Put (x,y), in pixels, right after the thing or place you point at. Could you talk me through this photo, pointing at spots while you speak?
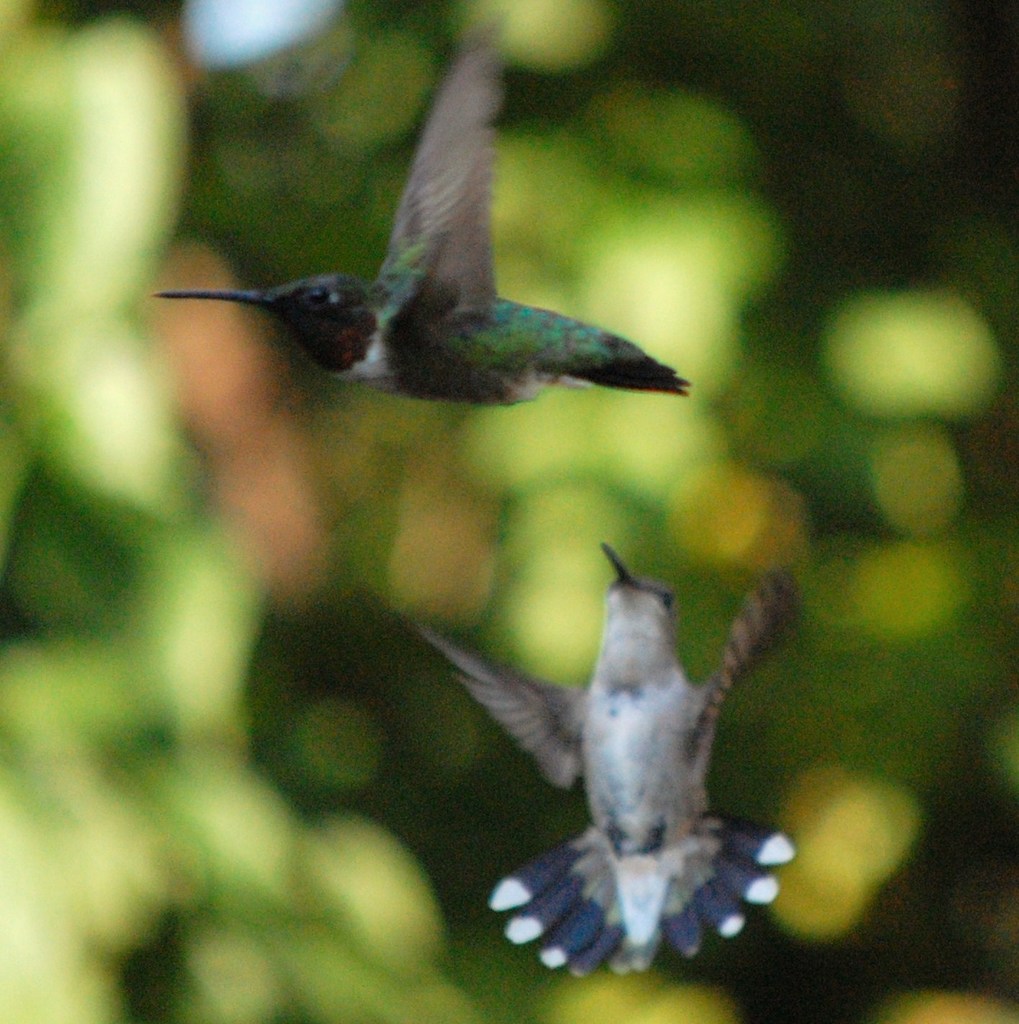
In this picture there are birds (608,780) flying. At the back (587,163) image is blurry and there are trees (396,723).
